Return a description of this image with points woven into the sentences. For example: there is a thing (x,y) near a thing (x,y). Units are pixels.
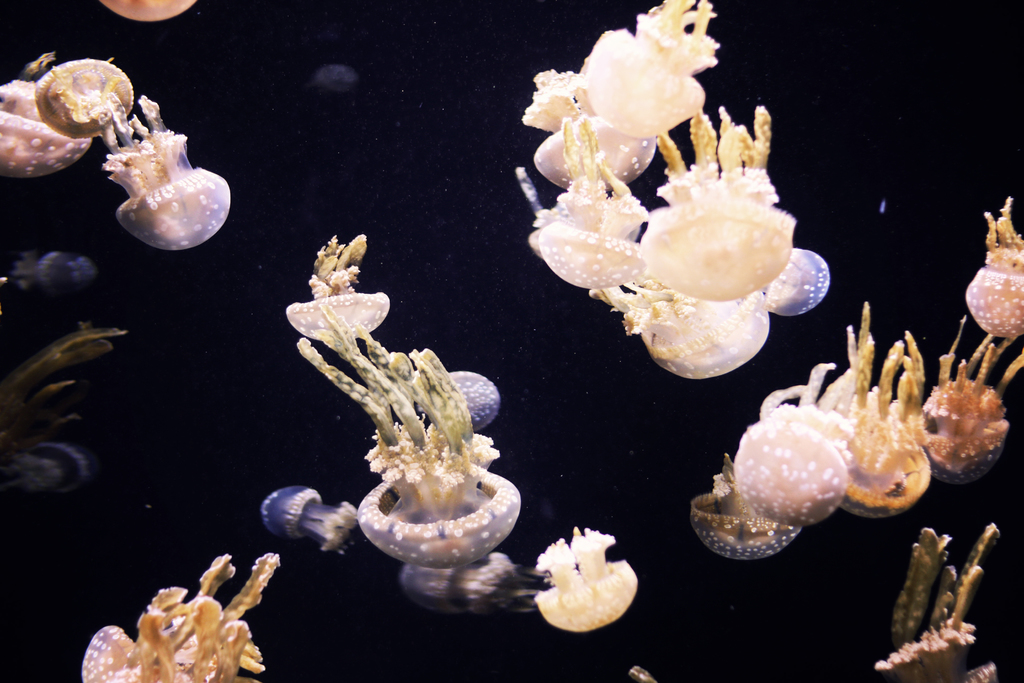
In this picture we can see the jellyfish (698,237). In the background (595,338), the image is dark.
